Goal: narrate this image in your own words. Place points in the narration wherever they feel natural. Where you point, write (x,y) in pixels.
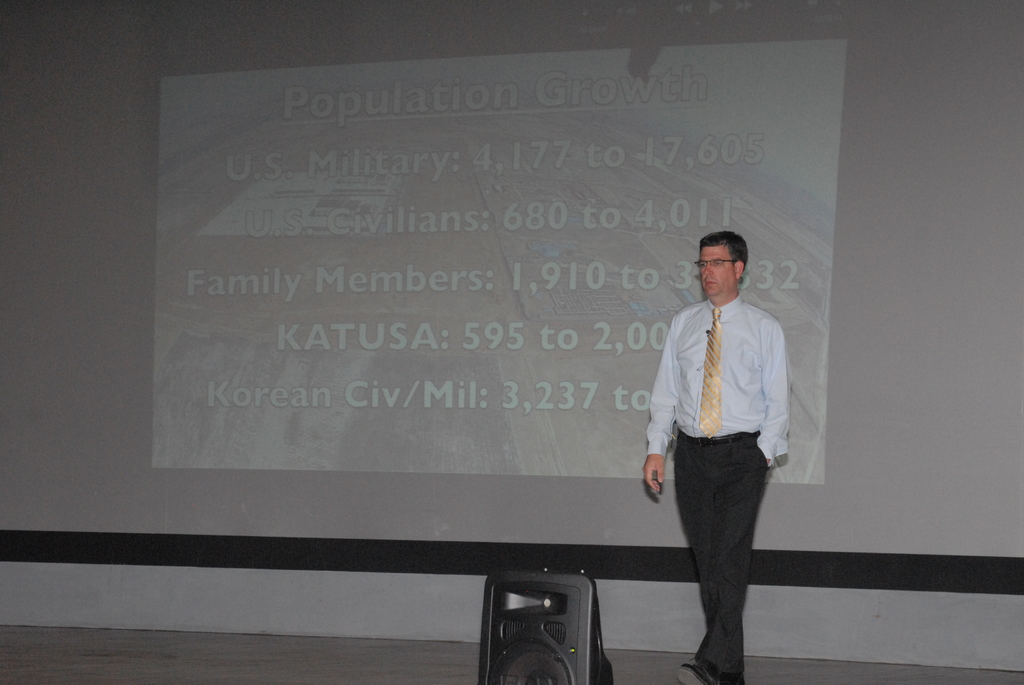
In this picture we can see a man (741,639) wore a spectacle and a tie (716,425) on stage (850,663) and in the background (470,480) we can see screen (553,276).
